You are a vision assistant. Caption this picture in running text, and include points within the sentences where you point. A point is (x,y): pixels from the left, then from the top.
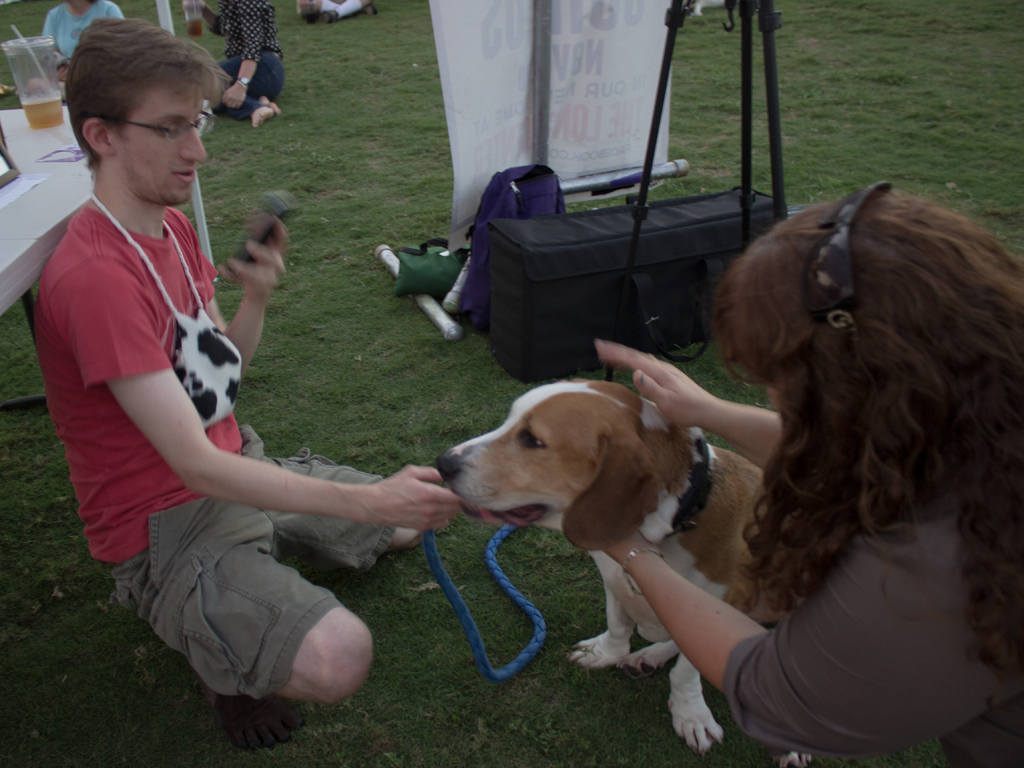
In the picture it looks like a park (288,113), there are few people (242,86) sitting on the grass (279,755) in the first row a man (256,466) is holding a dog (527,448) with chain (538,616) to the right side (816,601) a woman (756,585) is pampering the dog (675,479), in the background (658,279) there is stand (639,229) and beside that there are few bags (497,248) to the backside of the man (135,314) there is a table (55,217).
